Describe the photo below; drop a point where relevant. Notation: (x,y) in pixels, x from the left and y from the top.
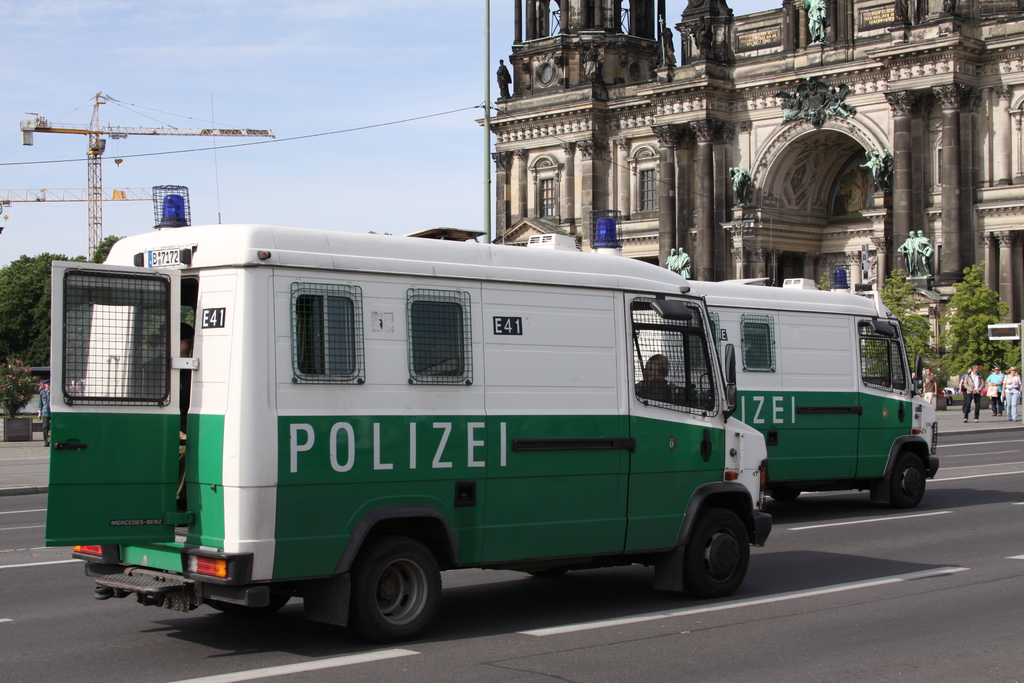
In the picture we can see a historical building (783,49) with stone pillars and sculptures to it and near to it, we can see a tree (949,355) and some people (974,368) walking on the path (989,422) and near the path (1004,412) we can see a road (952,479) on it, we can see two police vans (423,447) and in the background (43,255) we can see some trees (8,297) and behind it we can see a tower (199,132) with a crane (33,127) and behind it we can see a sky (358,205).
